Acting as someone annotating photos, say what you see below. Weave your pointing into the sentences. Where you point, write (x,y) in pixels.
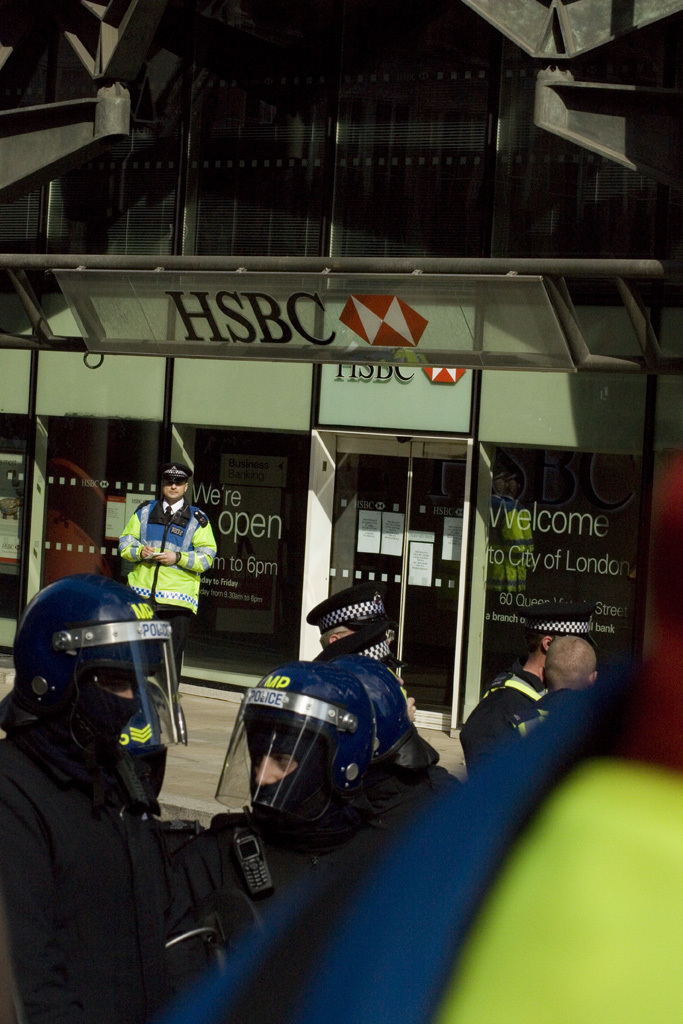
At the bottom of the image (343,691) there are people (346,763). In the background of the image (415,629) there is a building (299,284).
